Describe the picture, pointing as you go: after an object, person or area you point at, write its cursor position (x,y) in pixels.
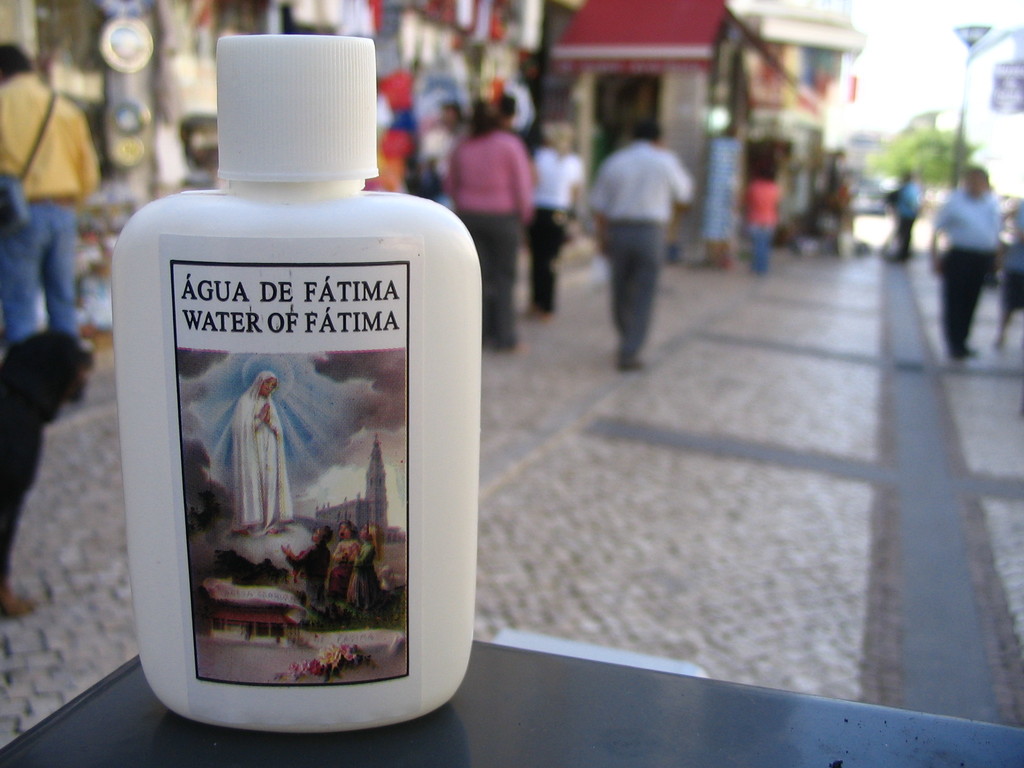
In this image we can see a bottle (246,688) with poster (351,339) on it on a platform (311,767). In the background (65,231) the image is blur but we can see few persons (73,244) are standing and there are objects (201,102), buildings (611,130), pole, tree (931,149) and sky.
